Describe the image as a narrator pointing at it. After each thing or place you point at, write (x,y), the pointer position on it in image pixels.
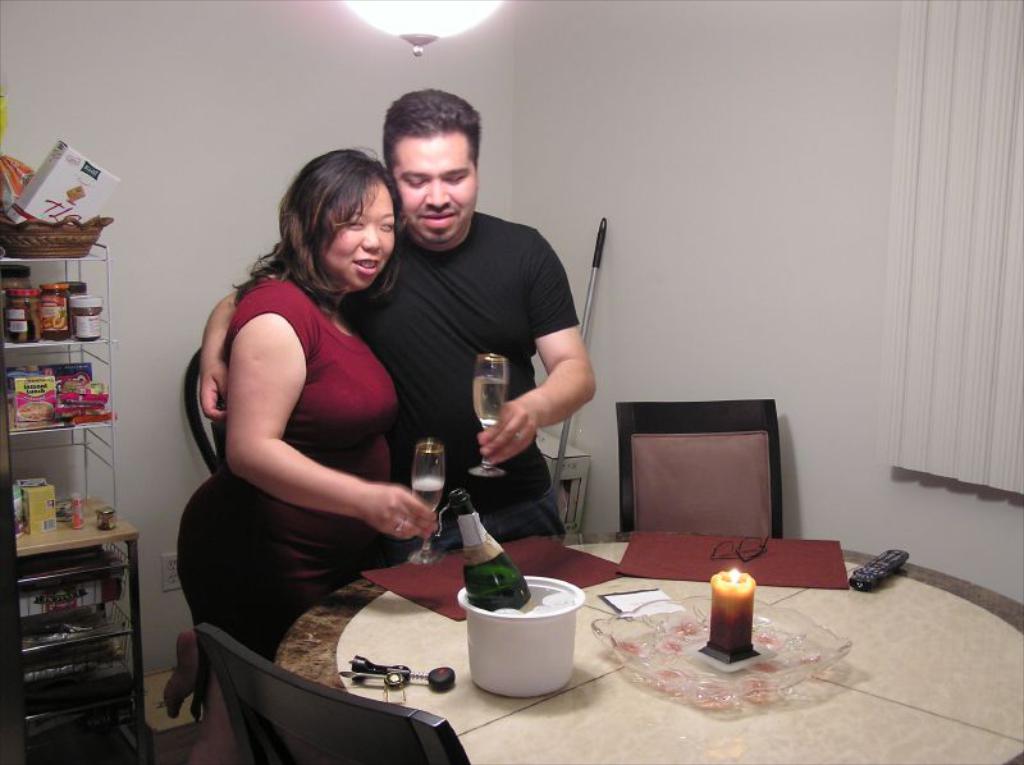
The image is inside the room (604,326). In the image there are two people (486,305) man (426,320) and woman (352,372) are standing and holding a wine glass (493,409) in front of a table (394,624). On table (552,542) we can see a bottle (514,568), candle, tray (688,671), cloth (691,545), remote (875,567) glasses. On right side (688,488) there is a chair (689,477), wall (734,305) which is in white color, window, curtain (968,188). On left side (45,283) there is a shelf (56,265) and a table (90,530). On table (77,531) we can see some food items (55,495) and jars (65,311).
